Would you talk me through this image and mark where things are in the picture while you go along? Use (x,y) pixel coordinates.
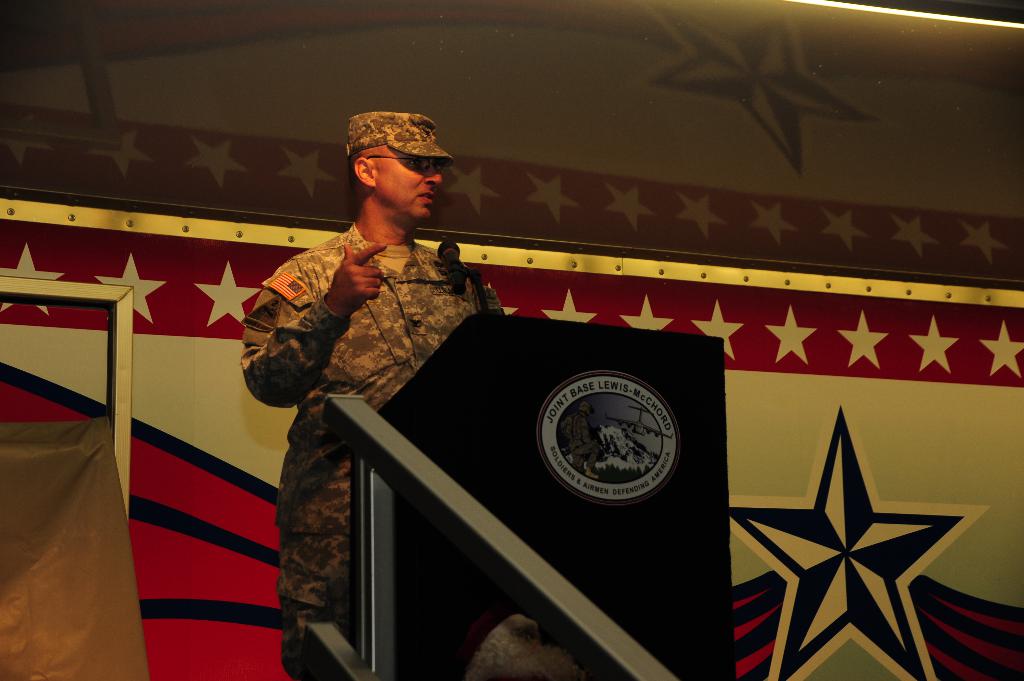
In this image I can see a person (375,112) standing wearing military uniform (297,472), in front (535,341) I can see a podium (516,335) and a micro phone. Background (826,338) the wall (869,278) is in red, white and blue color.
